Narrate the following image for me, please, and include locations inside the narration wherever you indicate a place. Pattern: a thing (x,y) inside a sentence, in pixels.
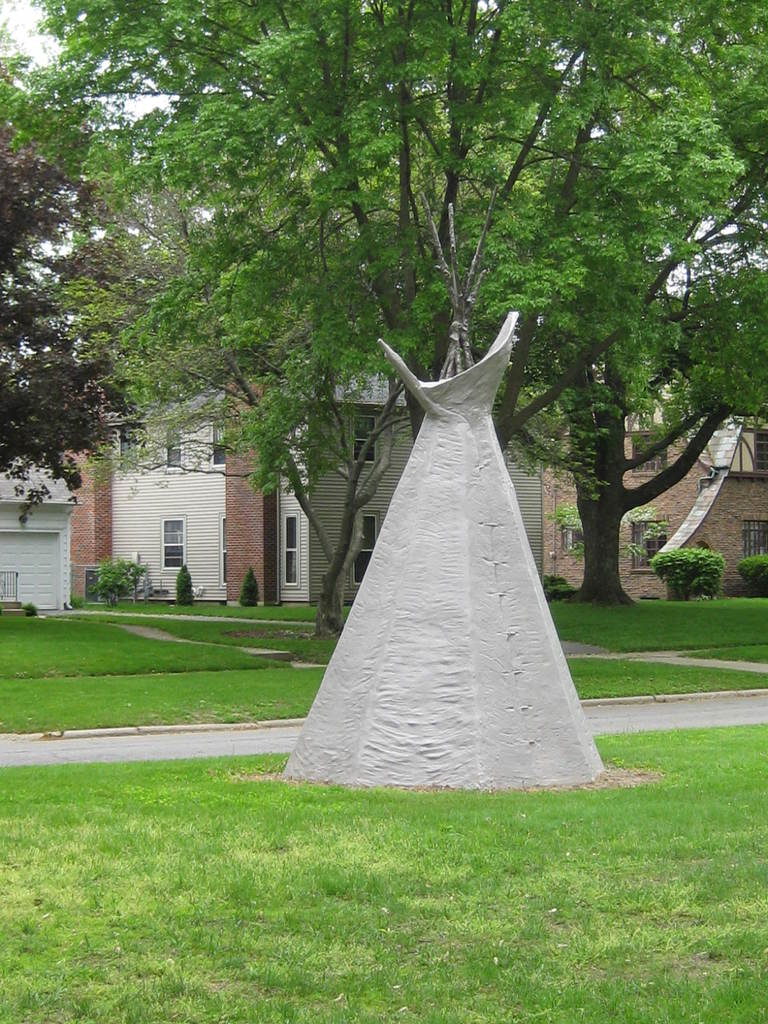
In this picture we can see grass (539,929) at the bottom (448,889), there are trees (619,522) and plants (656,564) in the middle (324,504), in the background (695,508) there are some buildings (624,442), we can see the sky (11,12) at the top of the picture (13,32).
